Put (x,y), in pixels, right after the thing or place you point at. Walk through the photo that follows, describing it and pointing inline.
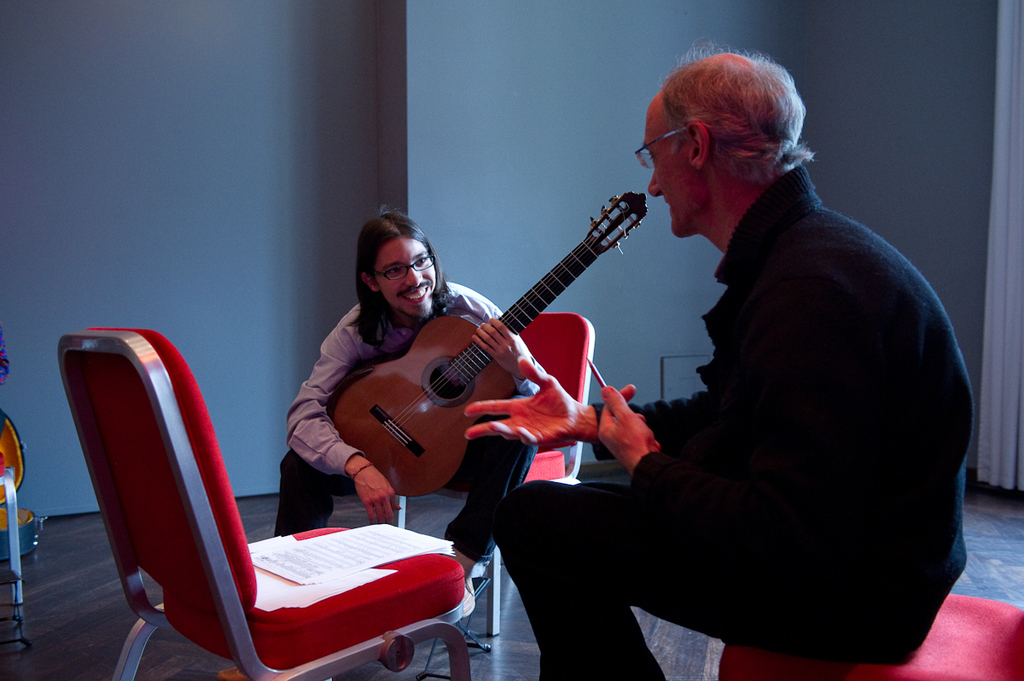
Inside a room (429,172) there are two men (490,505) sitting and talking, the person (505,464) to the left side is holding a guitar (411,444) there is an empty chair (394,594) in front of them, there are some papers (319,576) on it, in the background (290,96) it is a blue color wall (121,167).
